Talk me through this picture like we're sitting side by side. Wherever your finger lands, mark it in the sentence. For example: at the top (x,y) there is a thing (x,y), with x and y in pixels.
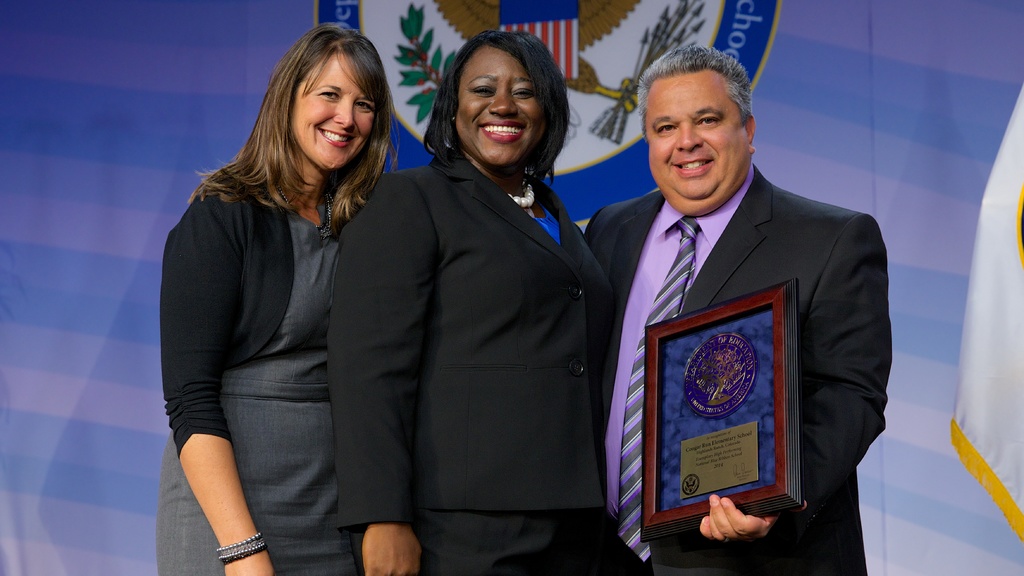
In the image i can see three people (607,234) are standing and smiling. In the background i can see some text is written.
